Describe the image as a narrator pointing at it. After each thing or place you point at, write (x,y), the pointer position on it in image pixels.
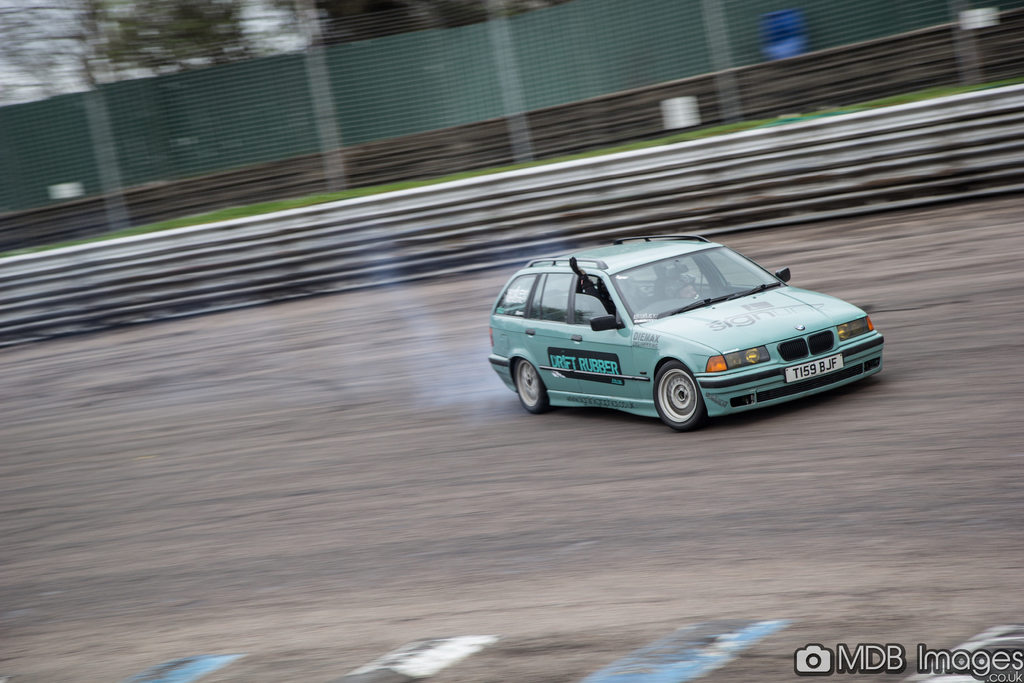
On the right side of the image (739,304) a car (703,364) is there. In car (621,306) some persons (607,305) are sitting. In the background of the image (313,272) we can see railing (349,244), grass (314,198), mesh (729,52), boards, are present. At the bottom of the image (443,515) ground (826,508) and some text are there. At the top of the image (260,47) trees (178,52), sky (47,71) are there.
